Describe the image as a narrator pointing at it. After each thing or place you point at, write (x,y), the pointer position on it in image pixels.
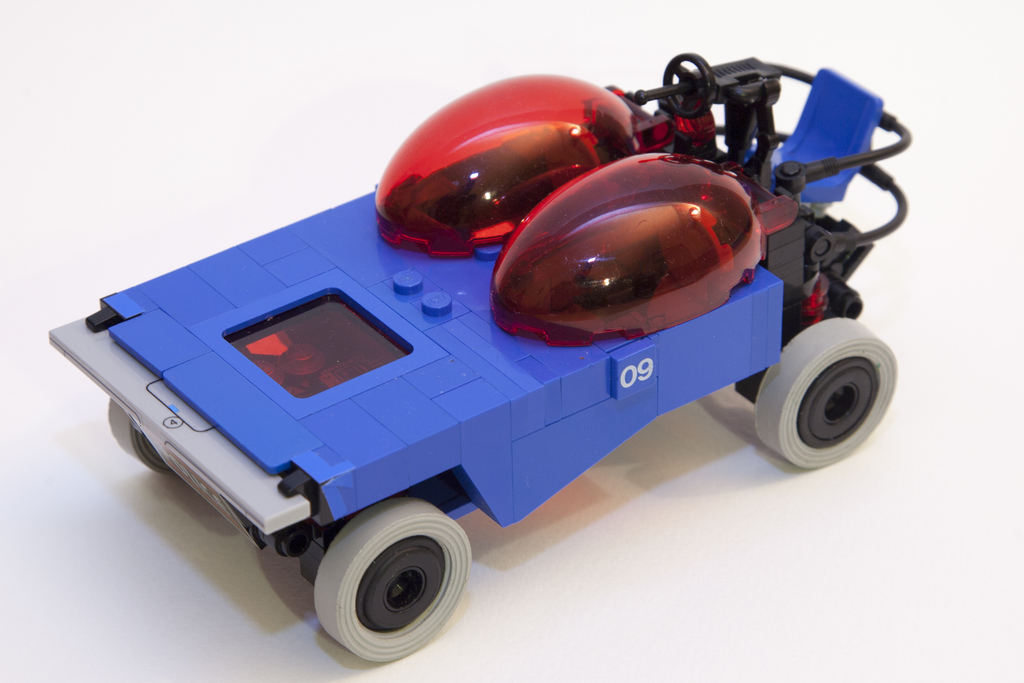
In this image we can see a toy car (583,404) placed on the surface (643,451).
